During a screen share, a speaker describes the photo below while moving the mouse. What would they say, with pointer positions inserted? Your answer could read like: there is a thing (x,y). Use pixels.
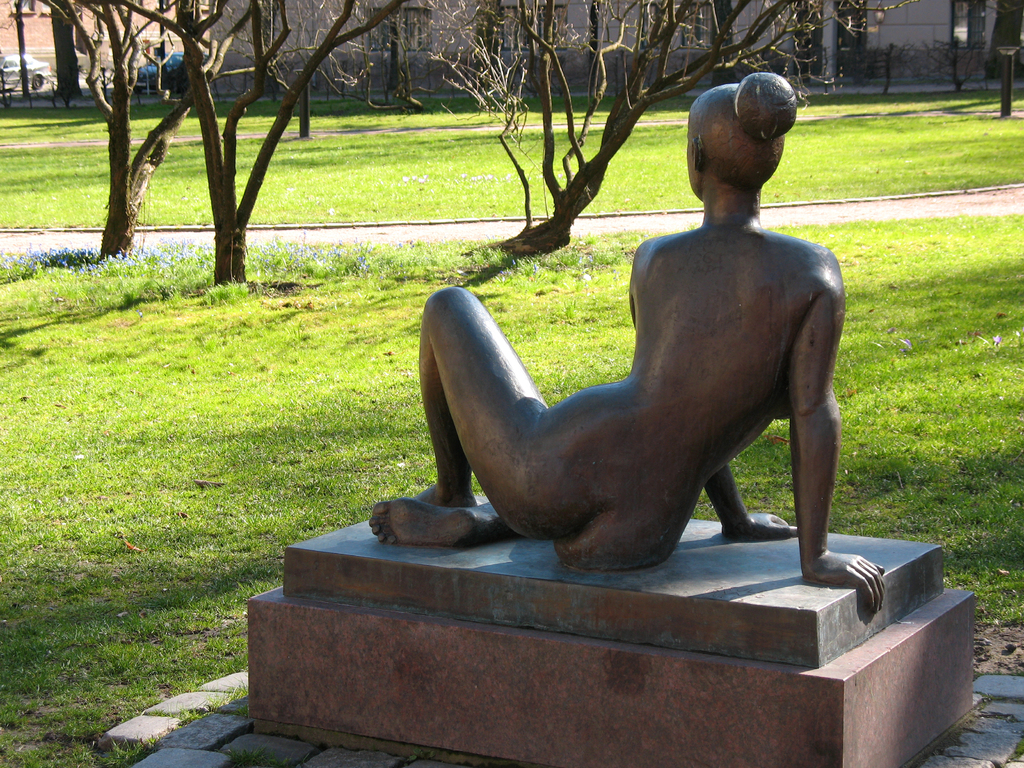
In this image, we can see the statue of a person (735,381). There is grass (382,400) on the ground (210,377) and we can see some trees (555,23).
